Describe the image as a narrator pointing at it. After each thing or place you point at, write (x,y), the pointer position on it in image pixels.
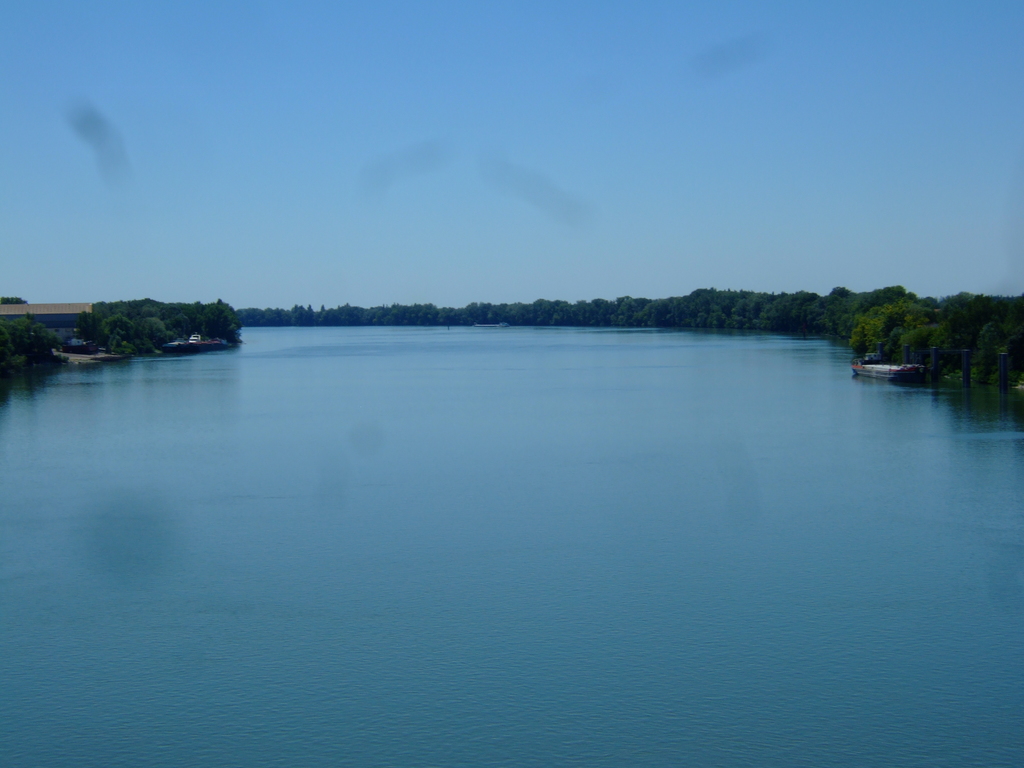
We can see water (223,416), boat (909,364), trees (965,327) and shed (12,317). We can see sky (484,131) in blue color.
